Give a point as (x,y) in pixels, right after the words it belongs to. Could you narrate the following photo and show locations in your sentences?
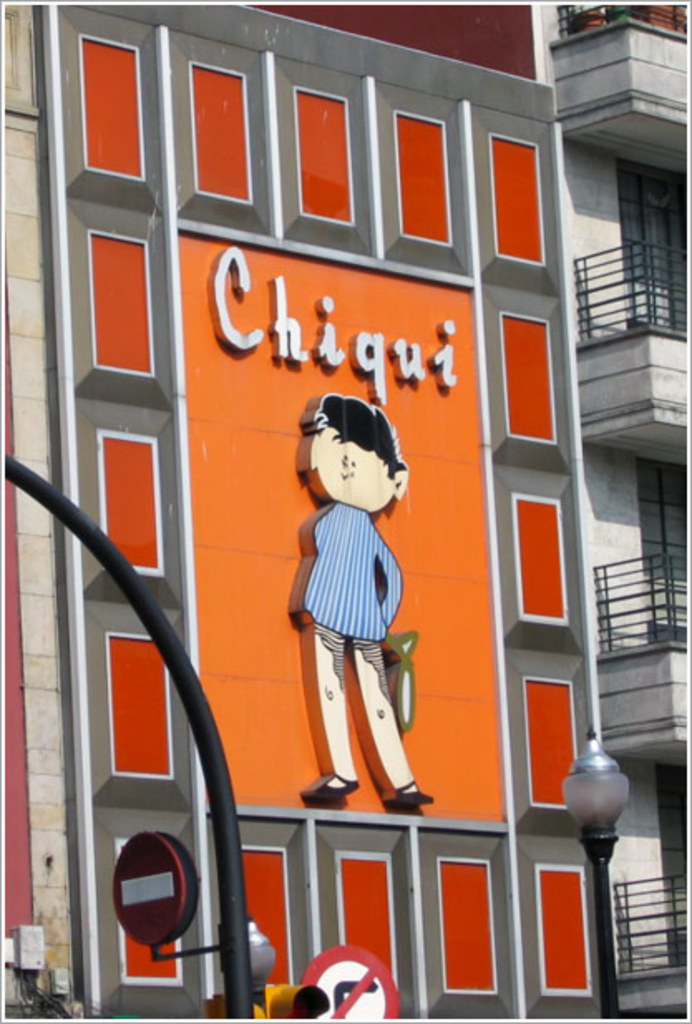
On the right side of the image (609,601) there is a building (649,870) with walls (644,873), windows (684,851) and railings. And there is a building (205,245) with designs (252,893), name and statue (349,447) of a person (302,441). At the bottom of the image (182,911) there are poles (243,968) with sign boards (356,977) and traffic signals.
